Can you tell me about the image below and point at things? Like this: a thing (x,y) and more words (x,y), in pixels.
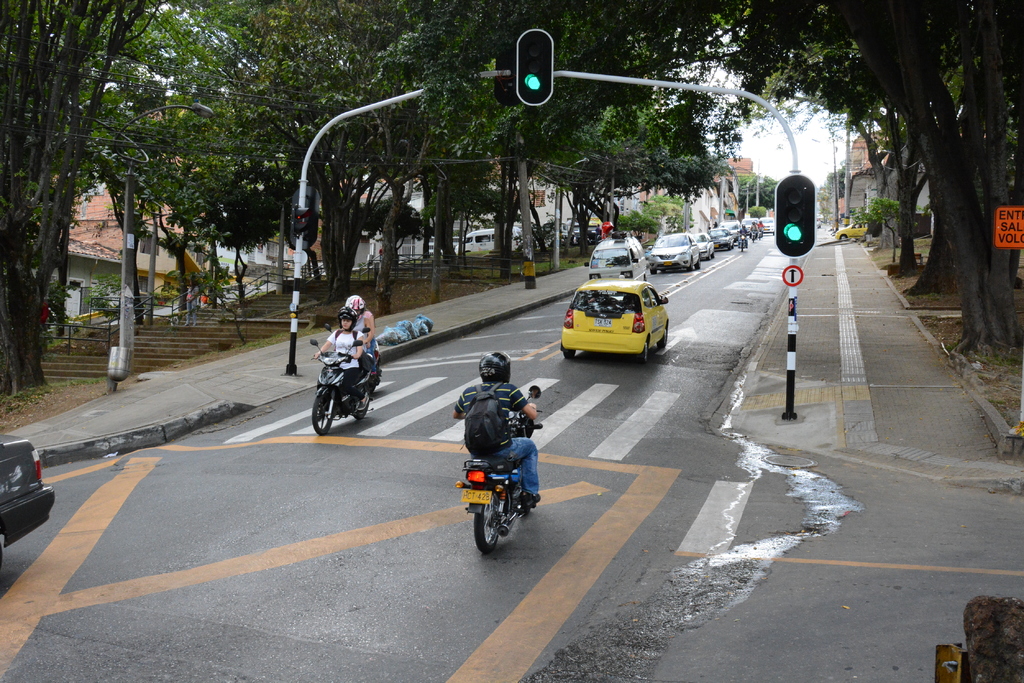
In this picture we can see cars (622,240) and some people (492,394) riding motorbikes (357,341) on the road (662,406), poles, traffic signal lights (806,228), steps (65,371), buildings (862,155), signs (793,267), trees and in the background (770,172) we can see the sky (762,161).
